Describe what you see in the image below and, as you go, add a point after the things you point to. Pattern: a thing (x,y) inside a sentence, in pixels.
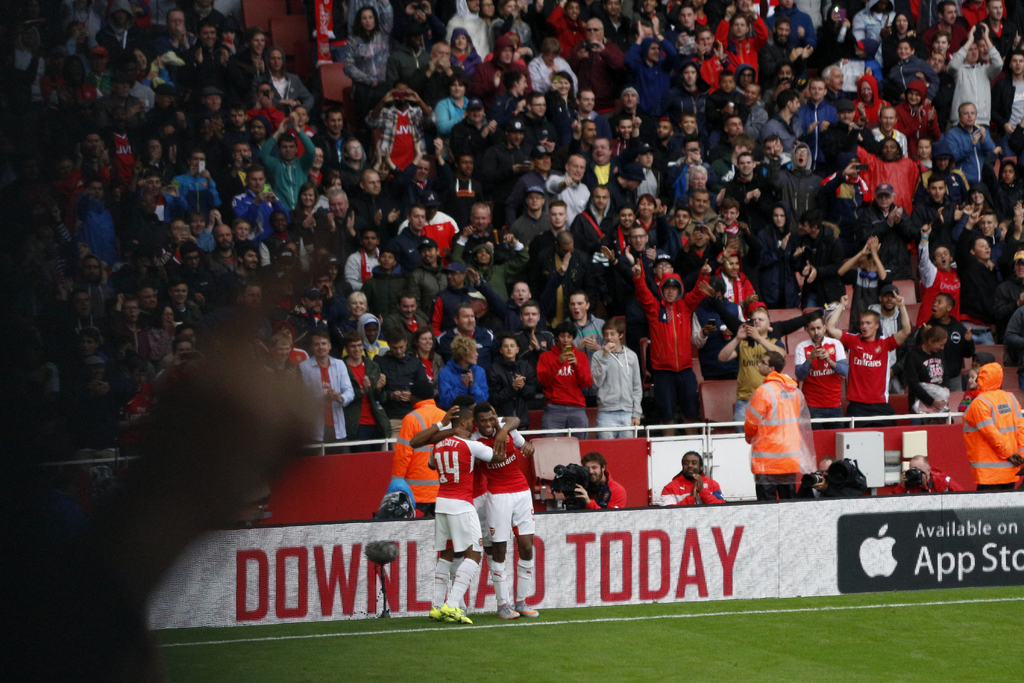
In the center of the image (442,448) there are players (527,538) standing in ground (265,639). In the background of the image (519,370) there are audience (967,130) standing stands (625,341).
